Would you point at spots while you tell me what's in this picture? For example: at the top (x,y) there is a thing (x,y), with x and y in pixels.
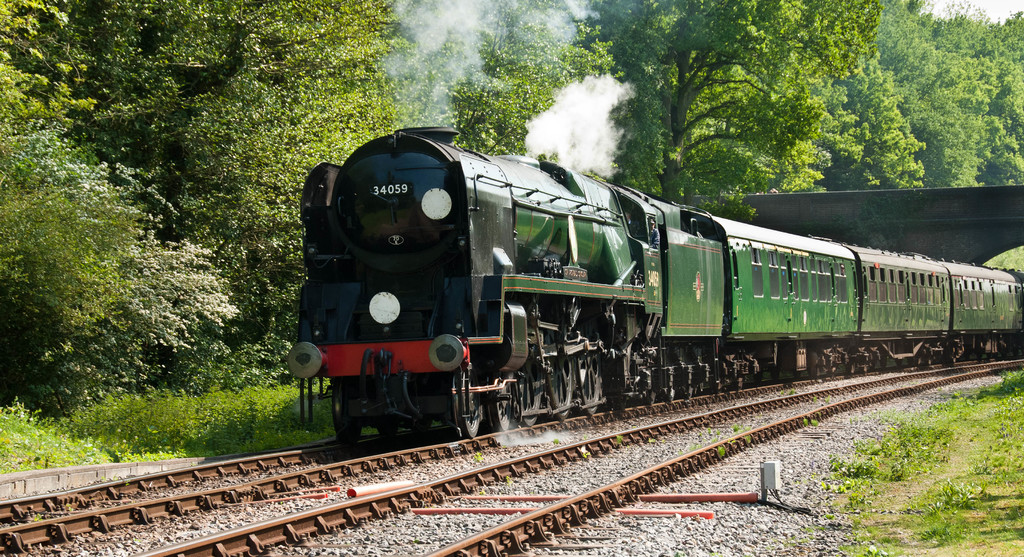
In this image we can see there is a train (534,353) on the railway track (408,440) and at the back (846,228) we can see the bridge (885,225). And there are trees (640,64) and plants (212,347).
